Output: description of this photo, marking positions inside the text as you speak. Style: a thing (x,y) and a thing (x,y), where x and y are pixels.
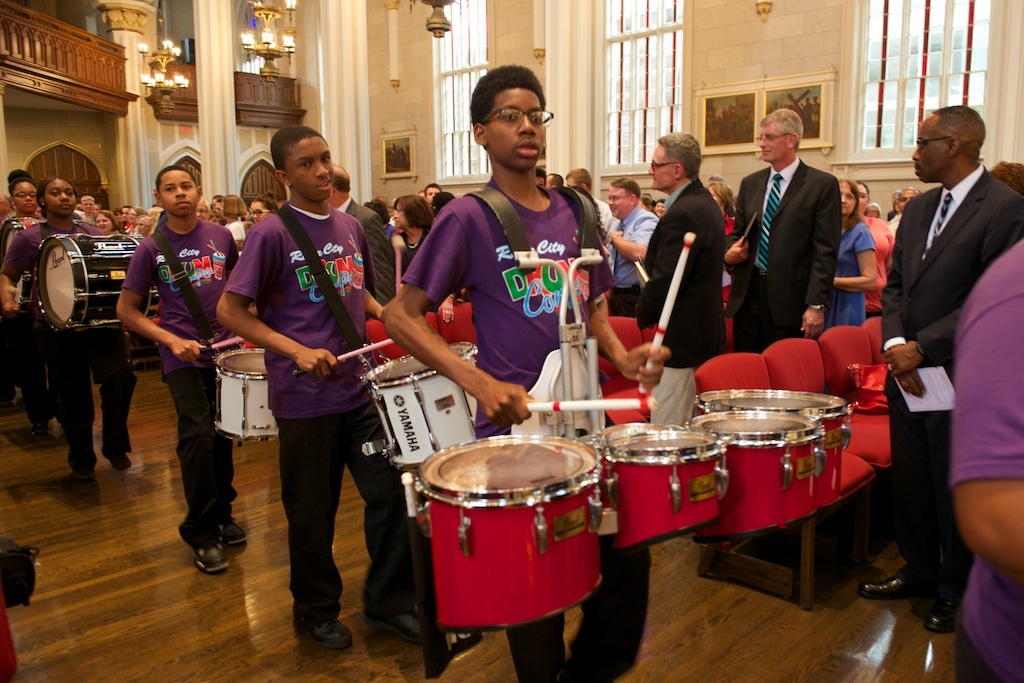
Here we can see some persons (538,638) are playing drums (763,473). These are the chairs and this is floor (747,604). Here we can see some persons (693,218) are standing on the floor (711,657). There is a wall (761,50) and these are the frames (406,165). This is pillar (232,92) and there are lights (159,39).
